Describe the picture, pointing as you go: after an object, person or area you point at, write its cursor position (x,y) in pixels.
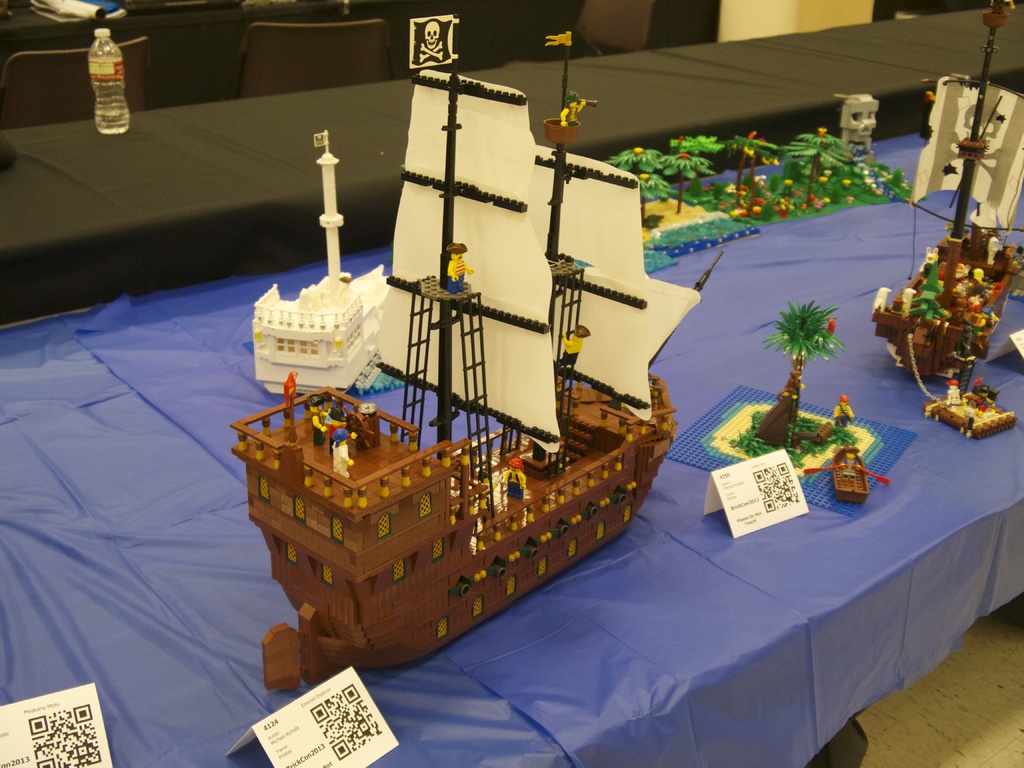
In this image we can see there are tables (221,206) with a cloth (752,343) and there are chairs (72,95). On the table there are toys (603,419) like ship (426,509), persons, building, trees (753,170) and a few objects (998,429). And there are papers (324,727), cards (91,699) and bottle (99,59).
